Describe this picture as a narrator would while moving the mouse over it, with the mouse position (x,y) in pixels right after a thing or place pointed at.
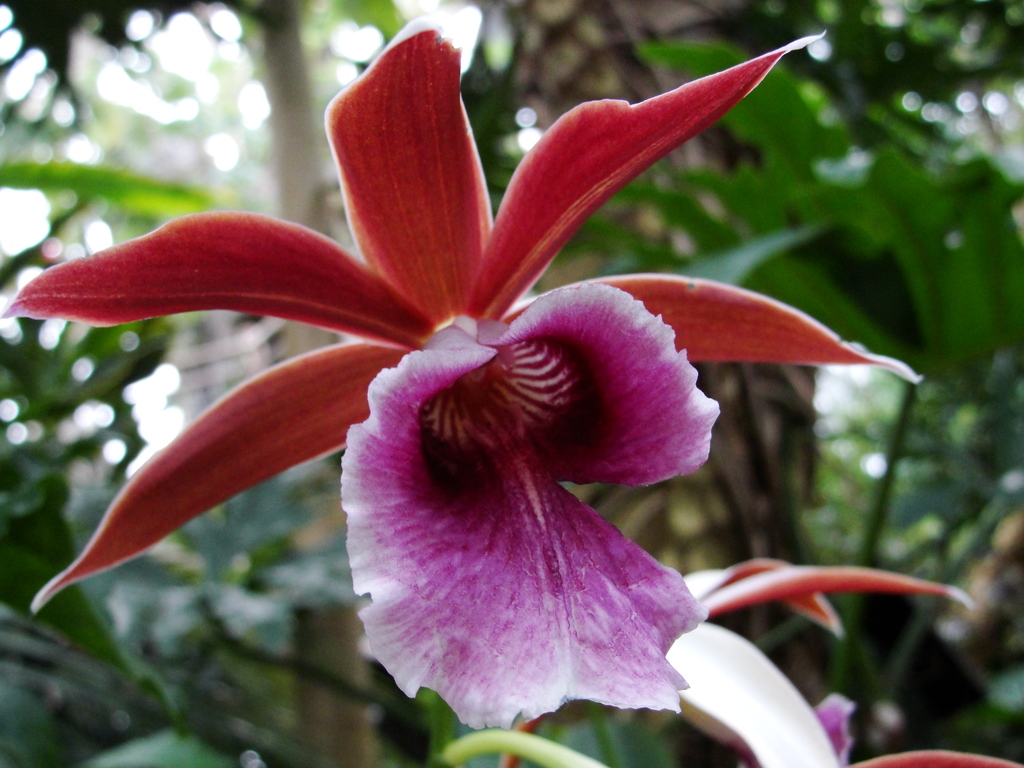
In this image I can see a flower (449,459) which is pink and red in color and in the background (950,192) I can see few trees (805,204) which are green in color and the sky (97,72) through the gaps in between the trees (257,15).
